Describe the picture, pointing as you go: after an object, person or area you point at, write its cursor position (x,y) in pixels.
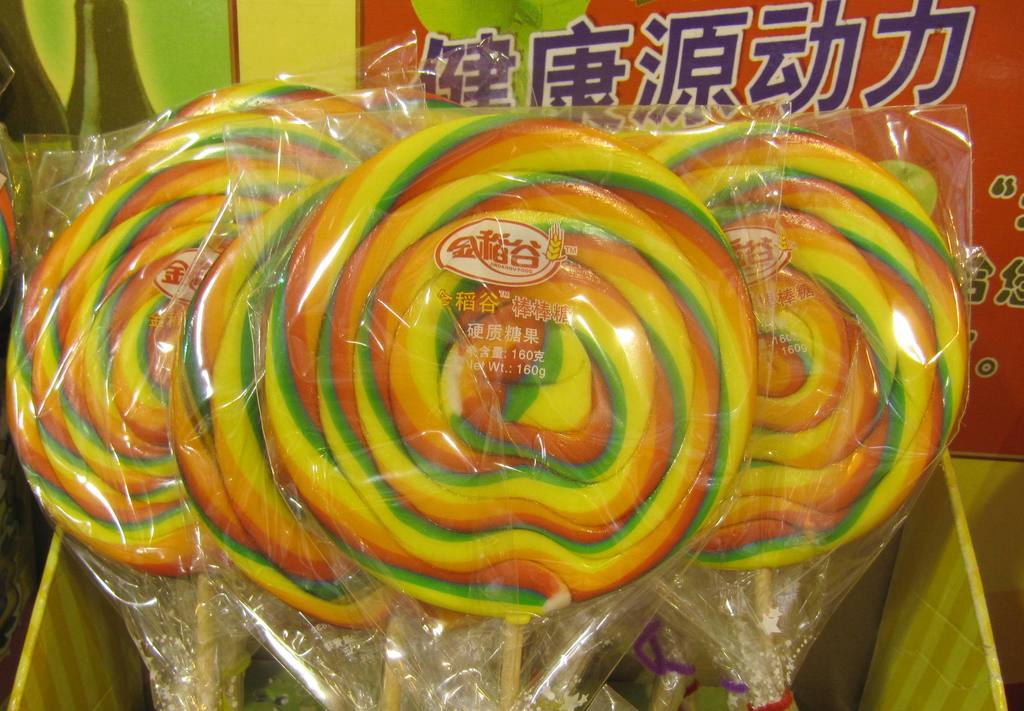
This image consists of candies (400,273). They are kept in a box (948,578).
